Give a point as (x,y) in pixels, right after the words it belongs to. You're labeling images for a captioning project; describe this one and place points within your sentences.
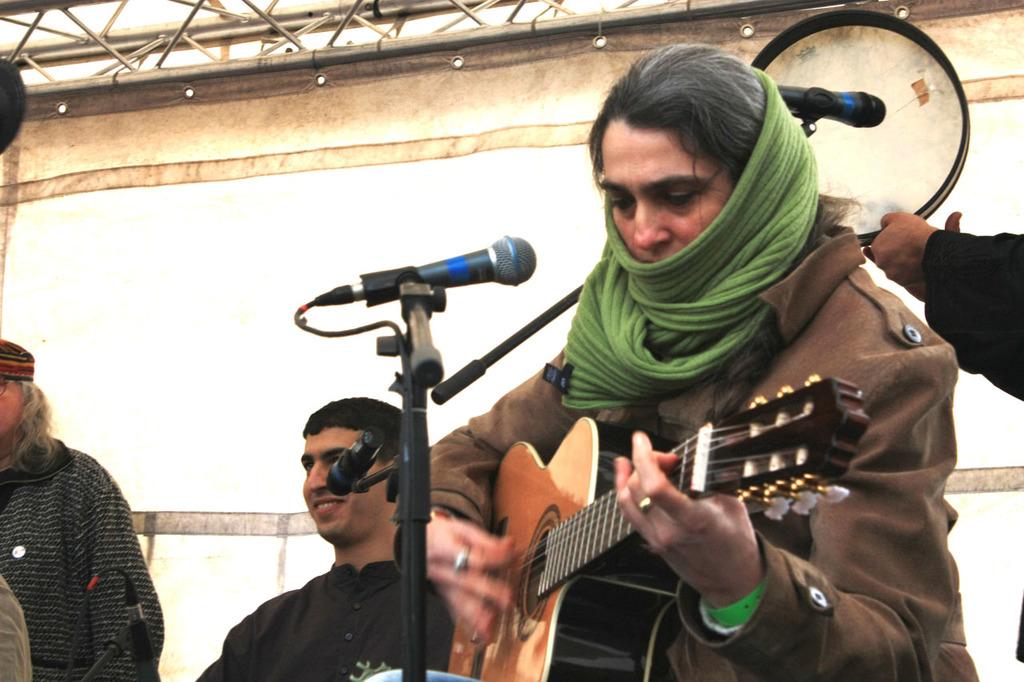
In this picture we can see a woman (711,306) playing a guitar (613,495) in front of a microphone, on the left side (34,597) there are two people (70,494) one man (388,626) and one woman (105,557), in the background (876,162) there is a musical instrument (884,128) and also a microphone (863,117), the woman (825,249) is wearing a scarf (692,337).
